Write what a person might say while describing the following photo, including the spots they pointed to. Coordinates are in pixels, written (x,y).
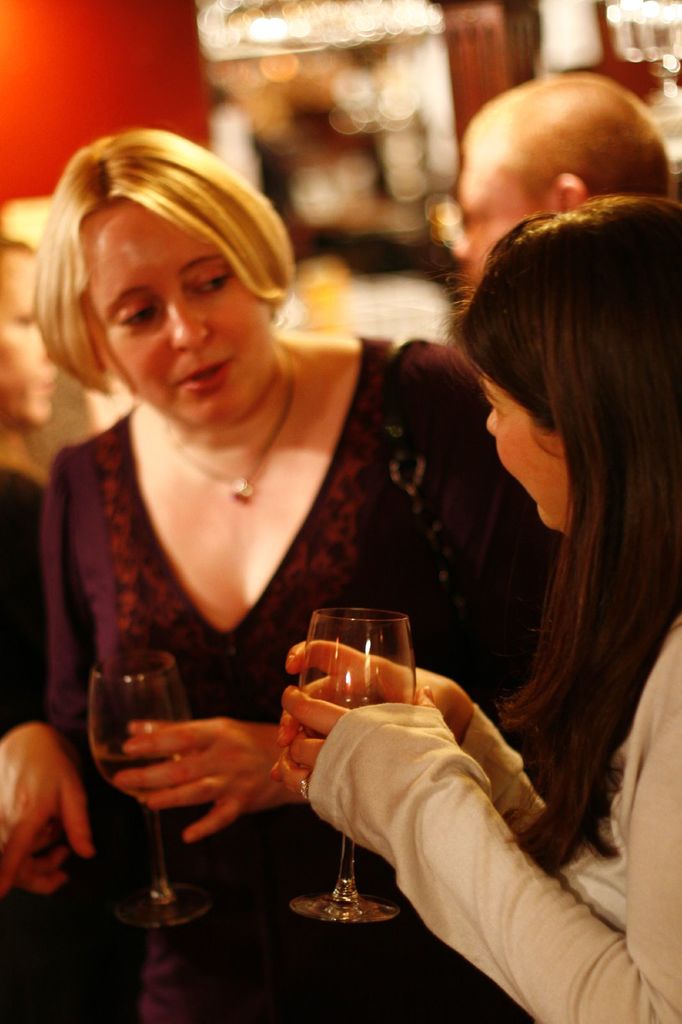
This image is taken inside a room (143,112). I think it's a party going on. In this image there are four people (643,482). In the middle of the image (361,486) there is a woman (369,544) standing and holding a glass (154,833) with wine (126,764). In the right side of the image (480,850) another woman (482,732) is standing holding a glass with a wine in it.
